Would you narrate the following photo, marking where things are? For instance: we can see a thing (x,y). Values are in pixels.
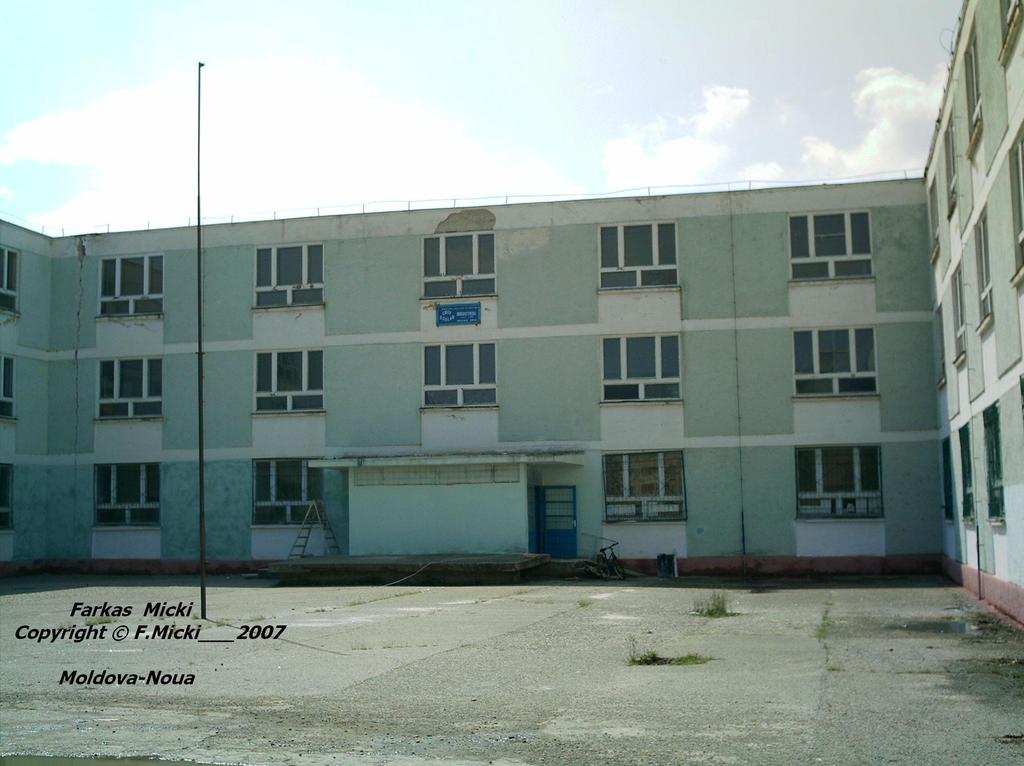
In this image there is a building (407,299) in the middle (407,299) in front of the building (253,497) there is a ladder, bicycle (614,546), poles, in the bottom left (113,613) there is a text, at the top (204,109) there is the sky (392,109).
